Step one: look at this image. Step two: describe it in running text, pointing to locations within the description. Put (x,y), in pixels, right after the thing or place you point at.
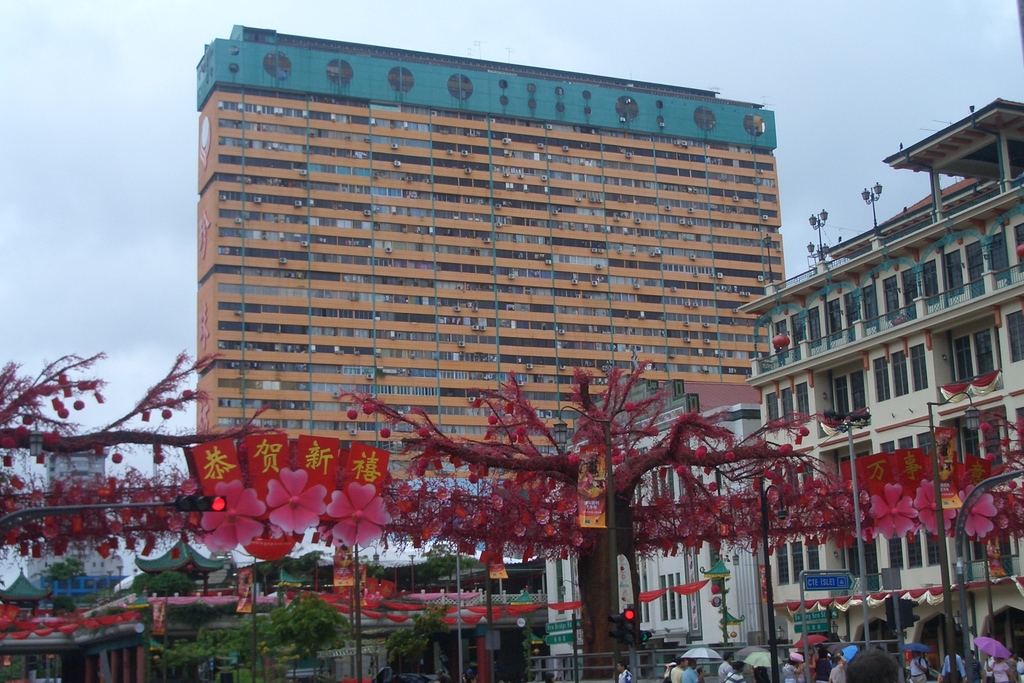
There is a group of persons (684,677) and some trees (179,593) are present at the bottom of this image (792,666), and there are some buildings (779,562) in the background (804,551). There is a sky (70,226) at the top of this image (836,118).
